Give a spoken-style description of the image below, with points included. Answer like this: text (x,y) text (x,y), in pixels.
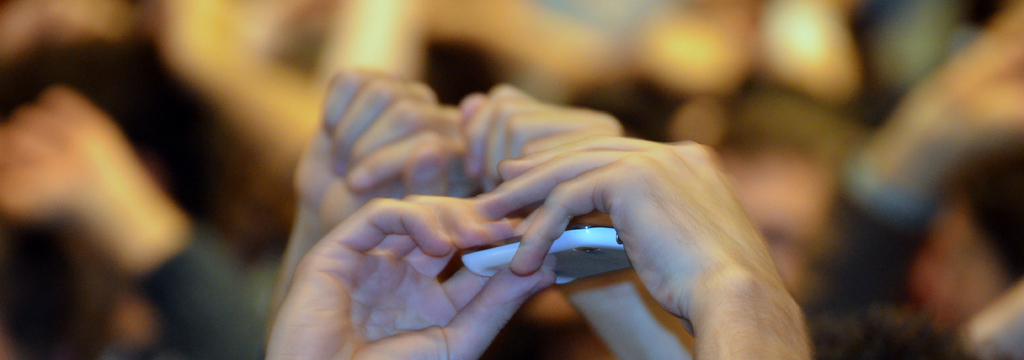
At the bottom of the picture (675,260), we see the hands (448,286) of the person (530,206) holding white color thing (567,248) which looks like a mobile phone (565,269). Behind that, we see the hands (420,117) of a person (395,126). In the background (191,135), it is blurred.
